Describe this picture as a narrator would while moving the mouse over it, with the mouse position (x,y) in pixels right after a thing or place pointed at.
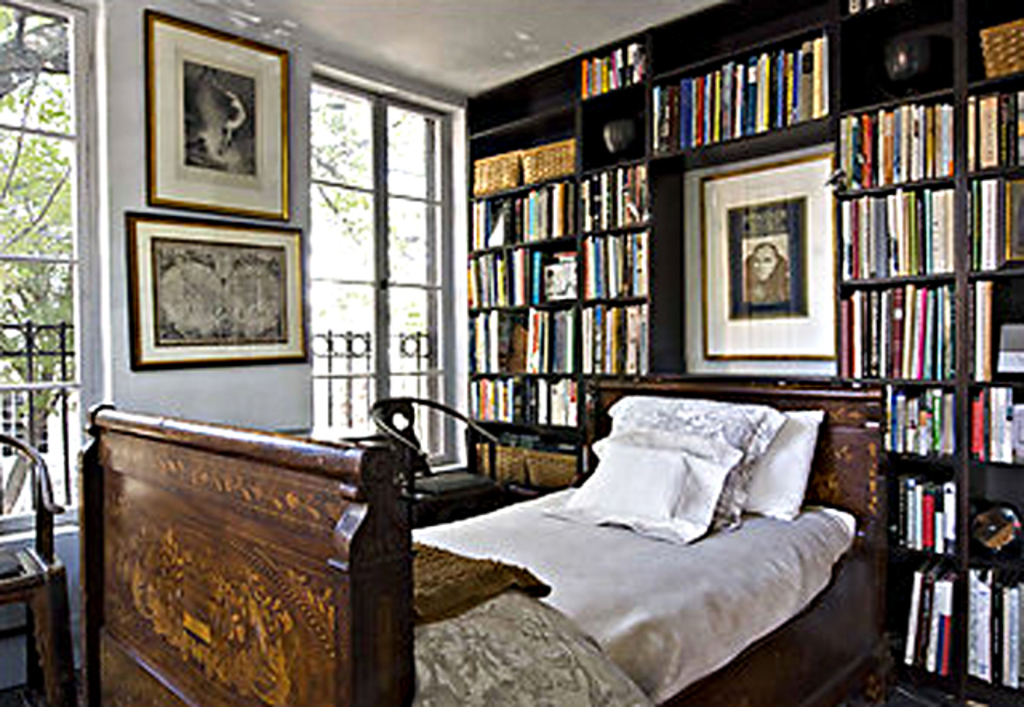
Here in this picture there is cot (827,630), on the cot (339,587) there is white color bed (656,587) and we can also see three pillows (745,458) on the bed (622,585). Behind that bed (620,599) there is a bookshelf (606,293). And in the middle of the bookshelf (869,163) there is a photo frame (719,251). To the left side (326,324) there are two windows (97,365). In the middle of the windows (29,389) there is a wall (114,293) with two photo frames (220,256). In front of the right side window (393,373) there is a chair (412,445). And in front of the left side window (22,411) there is also a chair (27,549).
